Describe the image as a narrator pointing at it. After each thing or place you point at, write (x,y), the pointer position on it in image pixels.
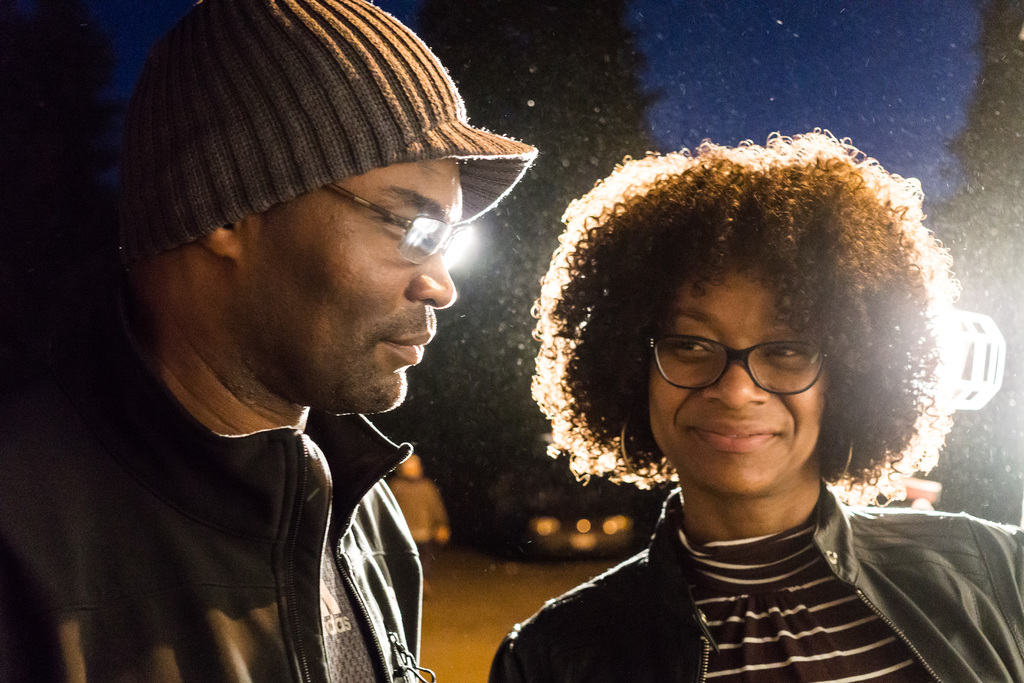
In this image I can see two people (749,409). In the background (968,409), I can see the light (971,372) and a vehicle (566,527).
